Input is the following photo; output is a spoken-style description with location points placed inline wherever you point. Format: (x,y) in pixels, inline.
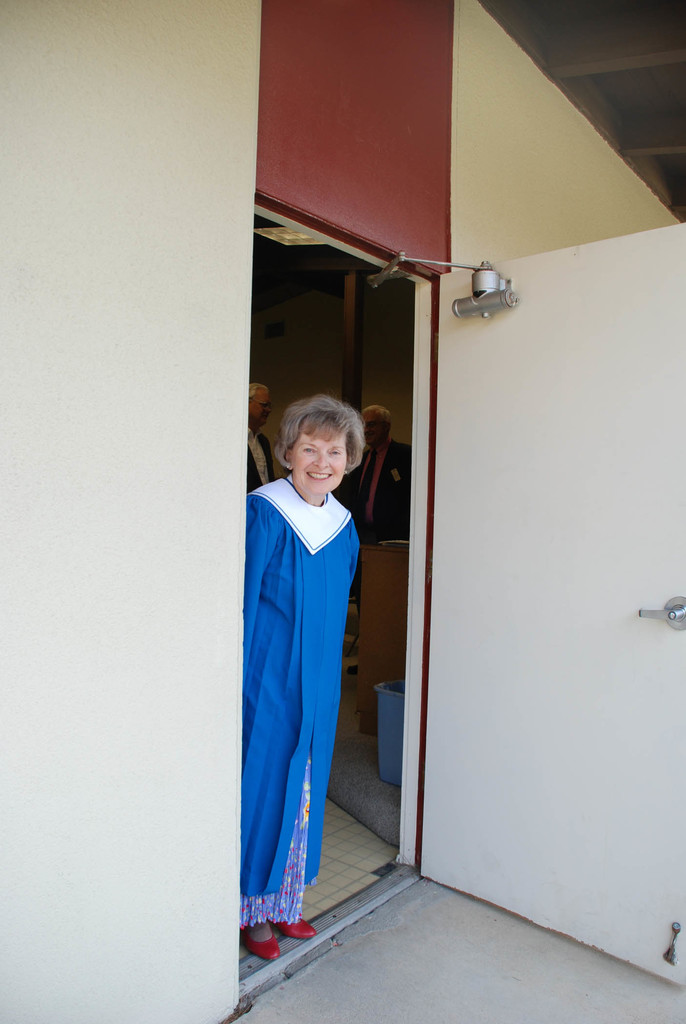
In this image I can see a person (333,578) wearing blue and white color dress (310,575). I can see few people (377,456) and blue color bucket (397,736). I can see a building (323,220) and door (646,257).
